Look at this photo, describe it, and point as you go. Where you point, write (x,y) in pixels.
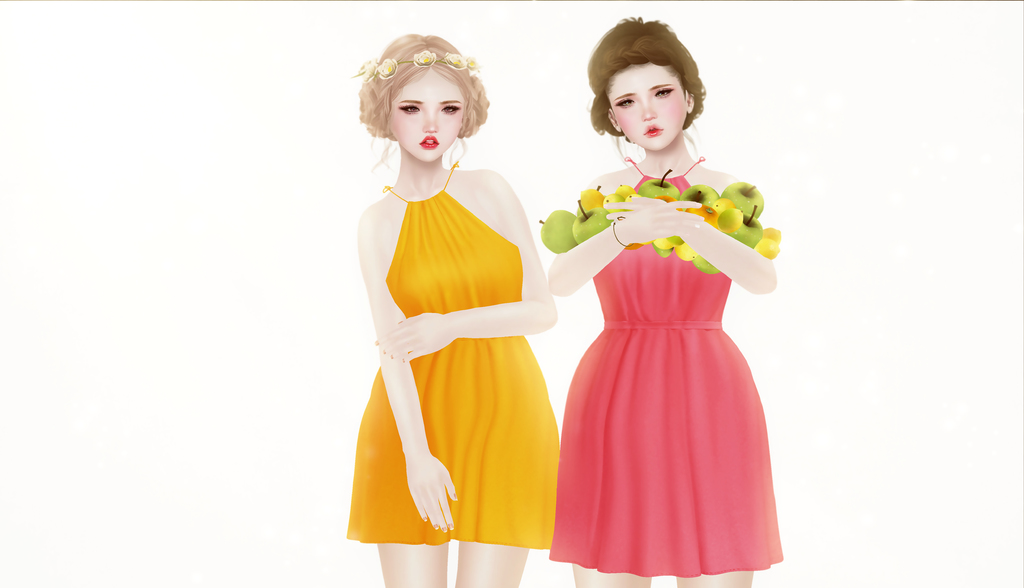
This is an animated image of two ladies (638,242). One lady (612,264) is holding fruits (609,222) in her hands (644,228).
